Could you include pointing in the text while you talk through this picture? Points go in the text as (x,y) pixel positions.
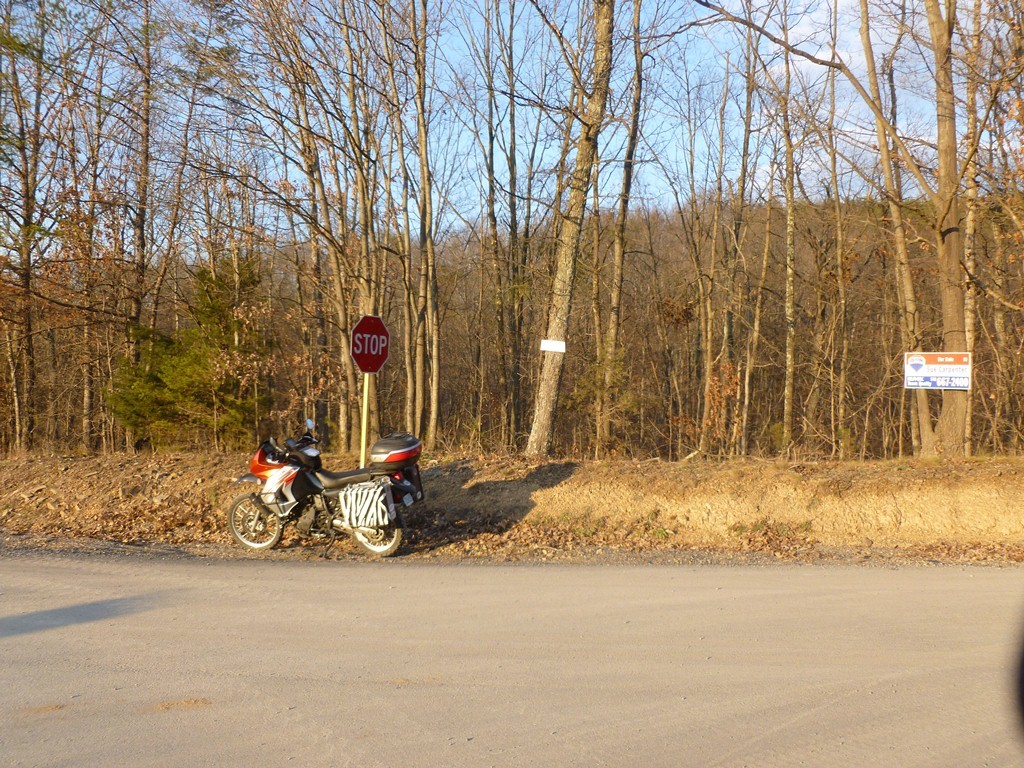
In this image we can see many trees (581,234). There is a vehicle (340,482) in the image. There is a road (4,639) at the bottom of the image (442,698). There are few boards (561,350) in the image. There is a stop sign board (375,352) in the image. We can see the sky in the image.
